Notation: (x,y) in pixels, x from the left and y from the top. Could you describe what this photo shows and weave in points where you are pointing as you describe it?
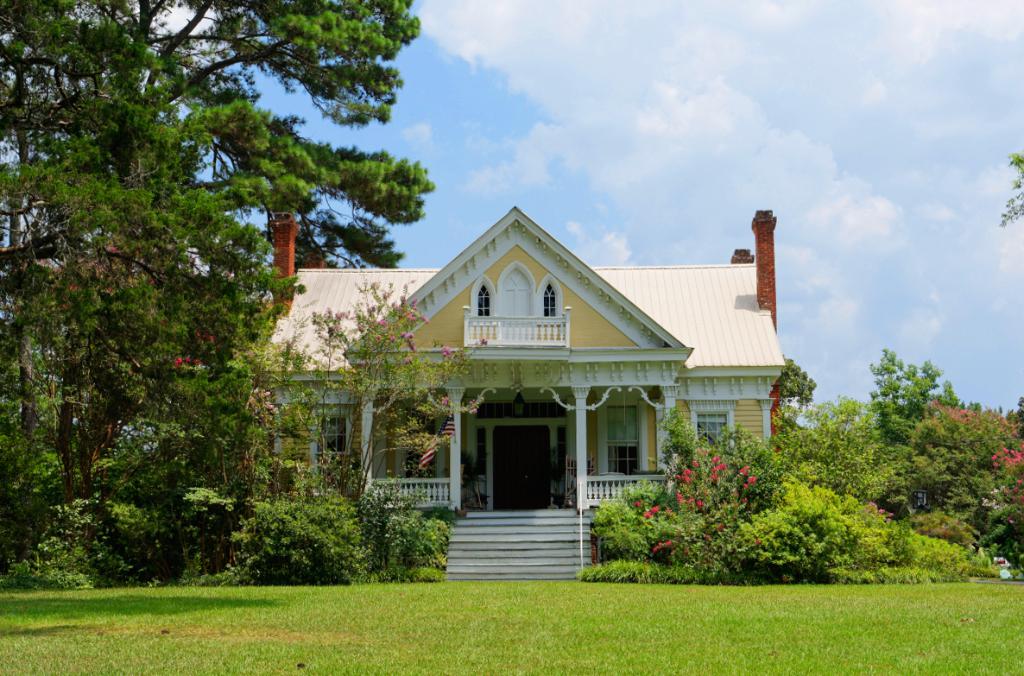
In this image we can see building (511,375) with windows (479,428), doors (505,439), pillars (365,457), railings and steps (519,529). Near to the building (549,428) there are plants (736,456) and trees (282,466). On the ground (504,608) there is grass (804,646). In the background (791,96) there is sky (817,152) with clouds (830,169).
